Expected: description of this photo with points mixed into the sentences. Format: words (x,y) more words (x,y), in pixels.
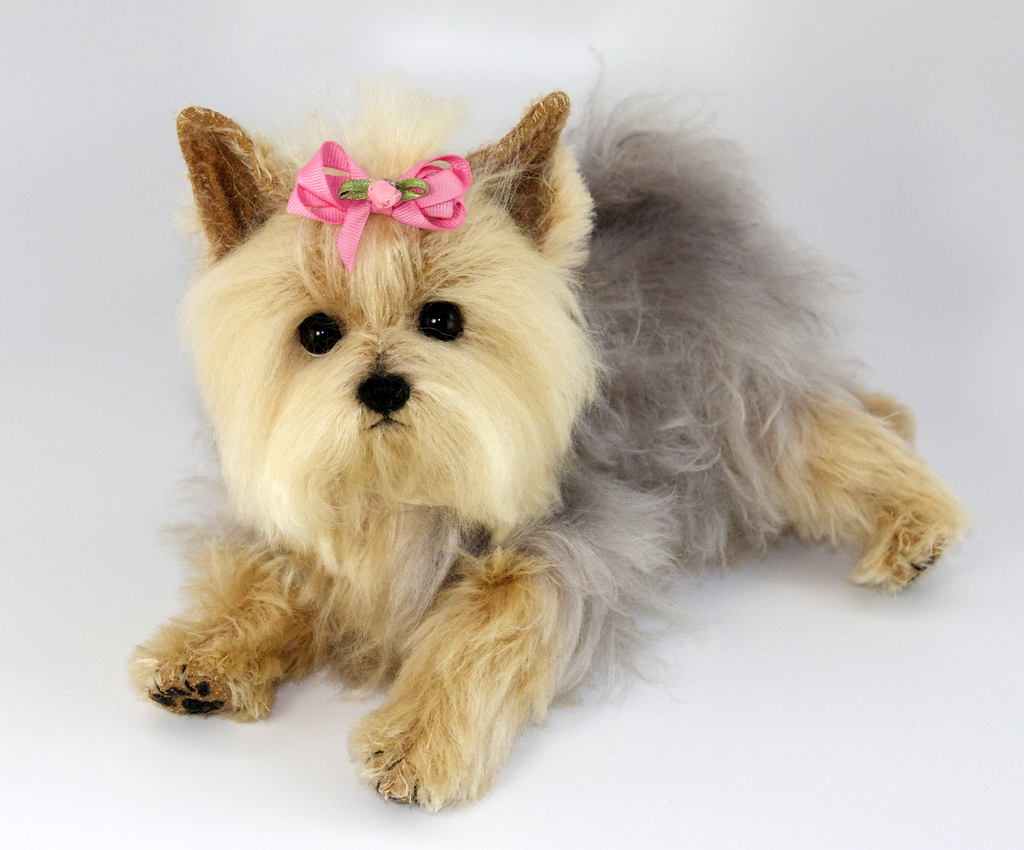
In this picture we can see a dog (372,217). We can see an object (438,174) on the head (372,243) of a dog (372,243). Remaining portion of the picture is in white color.
